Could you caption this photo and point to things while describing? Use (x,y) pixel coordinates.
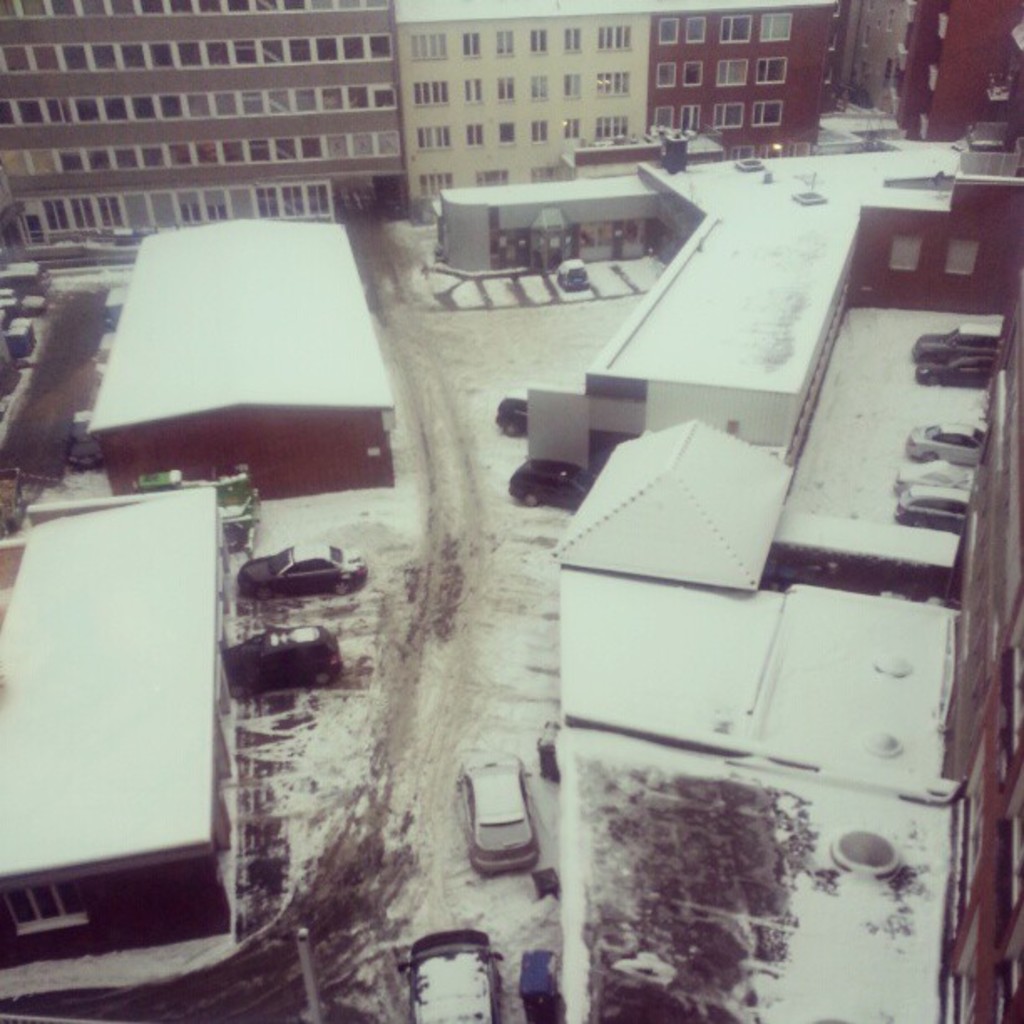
In this image in the center (658,388) there are cars (550,485) and there are buildings (677,295), on the top of the buildings (173,522) there is snow (99,662). In the background (372,111) there are buildings (405,92).
